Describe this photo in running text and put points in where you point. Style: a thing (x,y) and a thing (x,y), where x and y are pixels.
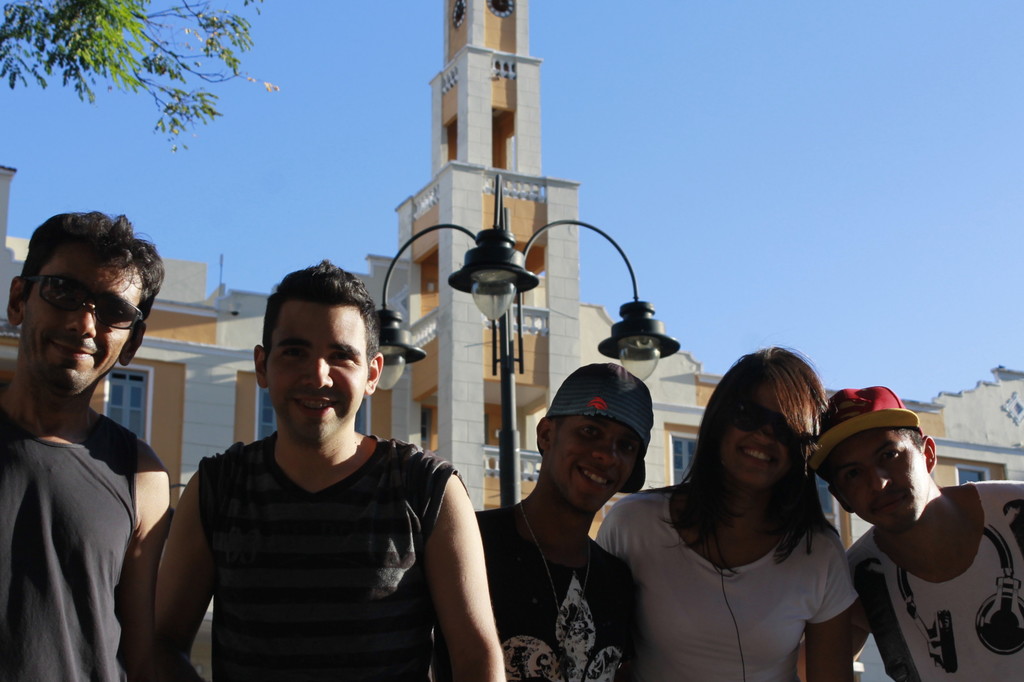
This picture is clicked outside. In the foreground (877,486) we can see the group of people (280,482) seems to be standing. In the background (653,249) we can see the sky (698,189), lamppost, buildings (266,302), tree (68,27) and the clocks (507,11) hanging on the walls (472,39) of the building (477,365) and we can see some other items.
